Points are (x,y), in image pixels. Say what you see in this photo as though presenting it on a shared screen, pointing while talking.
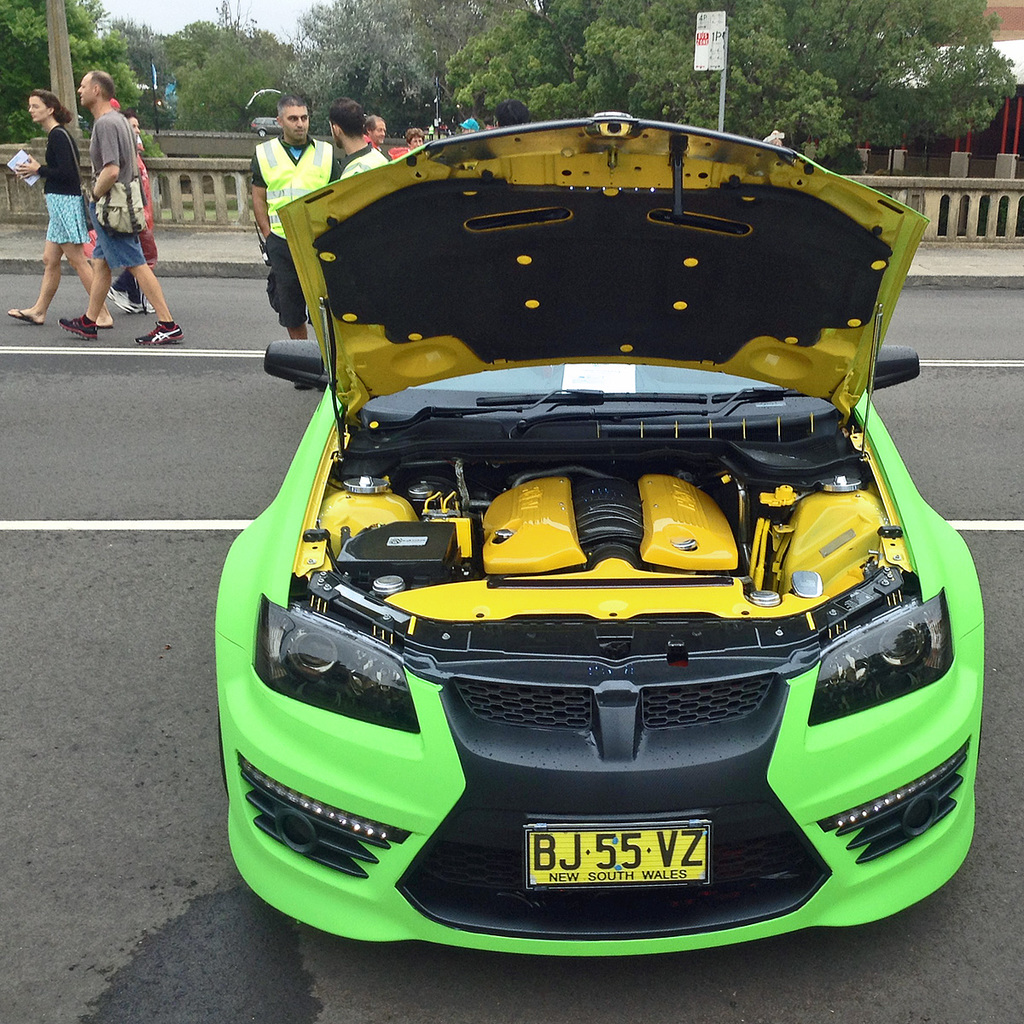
In this image we can see a car (384,530). And there is a road (123,448). In the back (109,177) there are few people (254,161). Also there is a railing (905,197). And there are trees (866,17). And there is a board (699,10) on a pole (724,91).
